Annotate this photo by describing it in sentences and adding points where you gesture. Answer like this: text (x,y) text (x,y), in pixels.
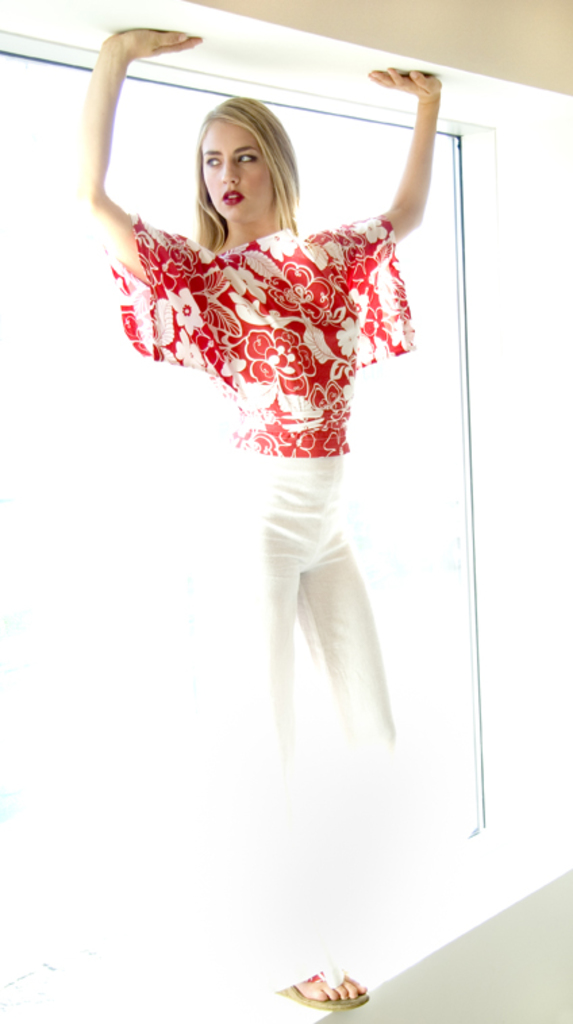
This image consists of a woman (275,330) wearing red top (278,382) and white pant (294,774) is standing on the wall (205,1017). In the background (68,711), there is a window (67,646). At the top (467,46), there is beam (498,32).
